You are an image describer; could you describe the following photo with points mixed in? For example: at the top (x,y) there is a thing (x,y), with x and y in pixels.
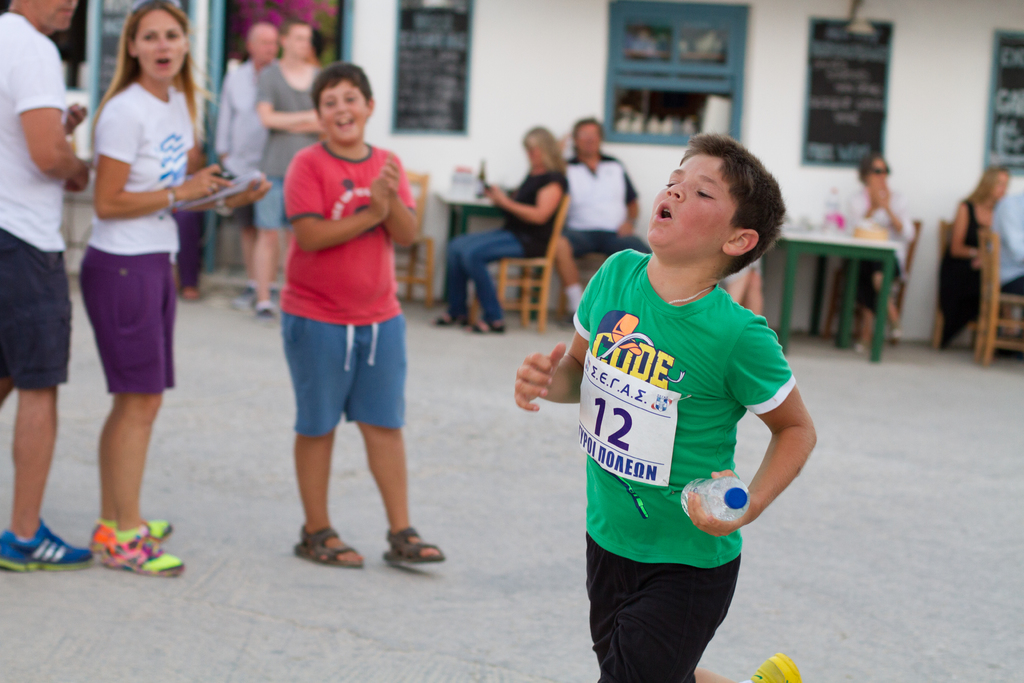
In this image we can see a group of people (352,162), some people (954,236) are sitting on chairs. In the foreground (706,236) we can see a boy (694,395) holding a bottle (713,485) in his hand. On the left side of the image (130,216) we can see a woman (144,106) holding paper (242,181) and a pen (230,174) in her hands (214,172). In the background (482,193), we can see some objects (876,235) placed on tables (827,258), boards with some text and some flowers (311,19).
